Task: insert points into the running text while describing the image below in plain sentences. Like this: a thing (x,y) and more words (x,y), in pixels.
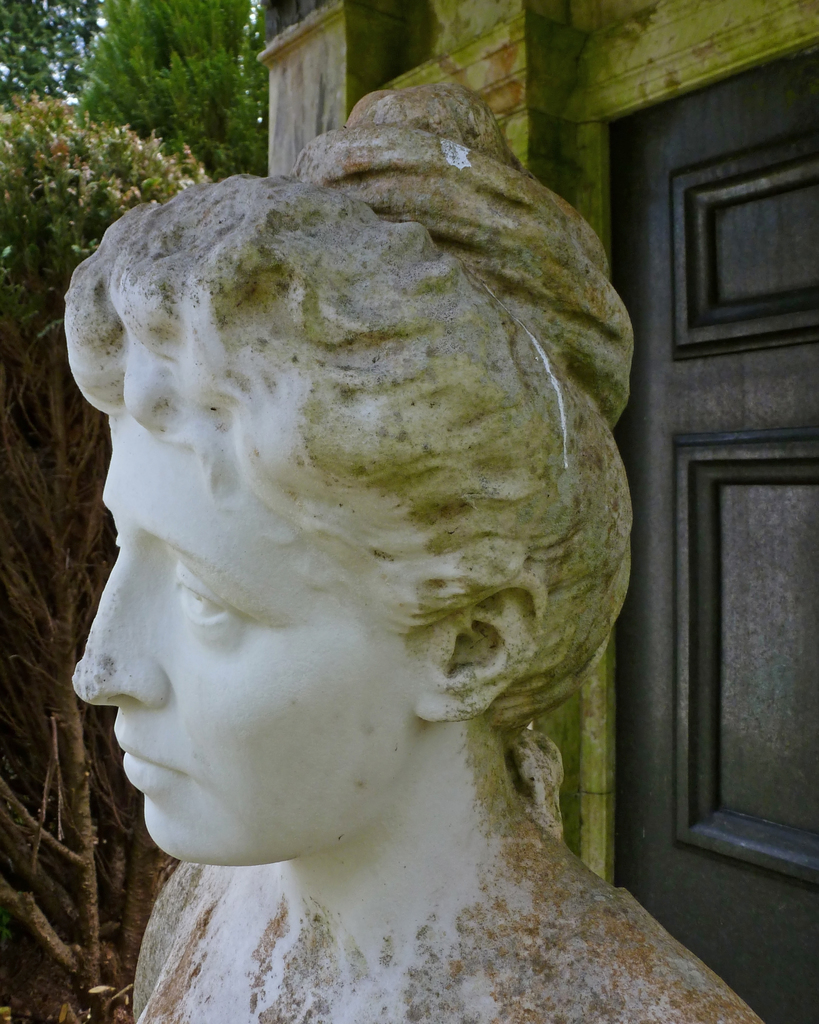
In this picture I can see a house (611,194) and a door (790,419) and few trees (54,21) and a statue (293,495) of a woman (293,495).
